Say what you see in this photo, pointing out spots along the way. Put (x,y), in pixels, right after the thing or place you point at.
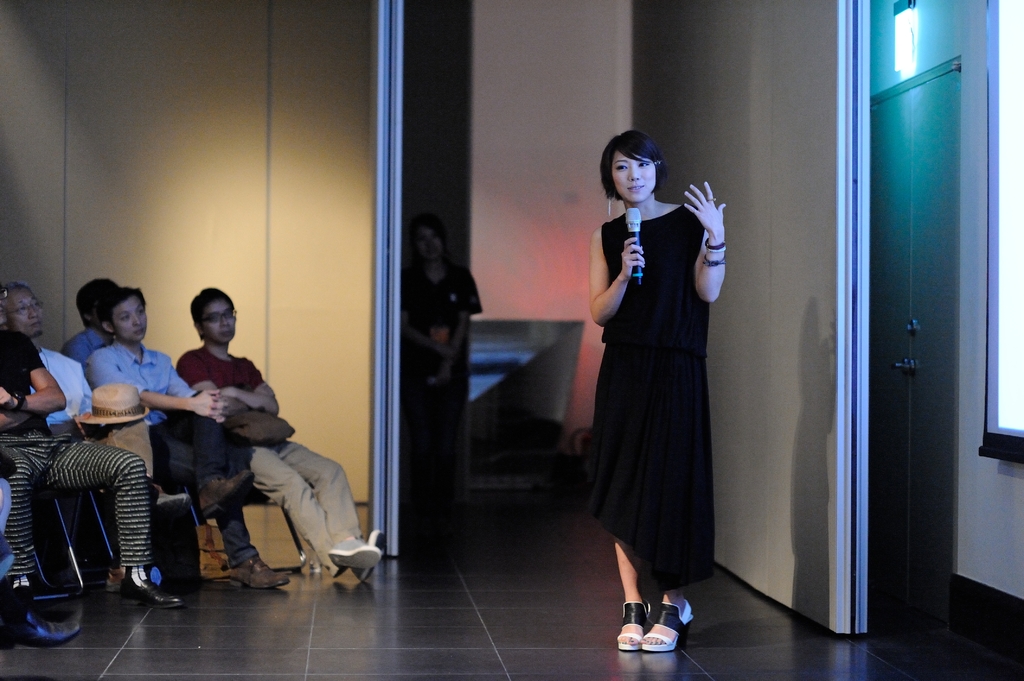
In the picture I can see a woman (701,571) standing on the floor (525,547) and she is speaking on a microphone (632,265). There are few persons (165,419) sitting on the chairs (63,526) on the left side (95,475). In the background (452,489), I can see a woman (412,428) standing on the floor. I can see the screen (999,394) on the right side (1013,324). There is a lamp (898,10) on the top right side (908,59).
